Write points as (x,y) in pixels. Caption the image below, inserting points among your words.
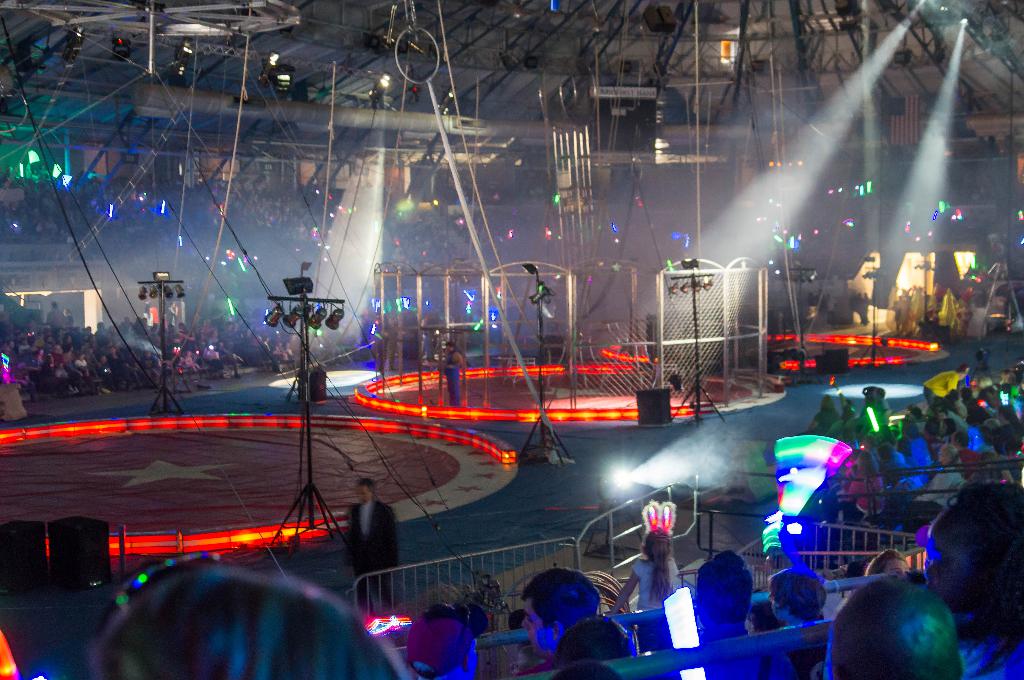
This is a circus show. In this there are many people (725,573). Also there are lights (785,510). There are barricades (583,537). There are lights (294,284) with stands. On the top (327,175) there are rings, ropes (461,126). Also there are rope ladders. There is a cage (596,299).
